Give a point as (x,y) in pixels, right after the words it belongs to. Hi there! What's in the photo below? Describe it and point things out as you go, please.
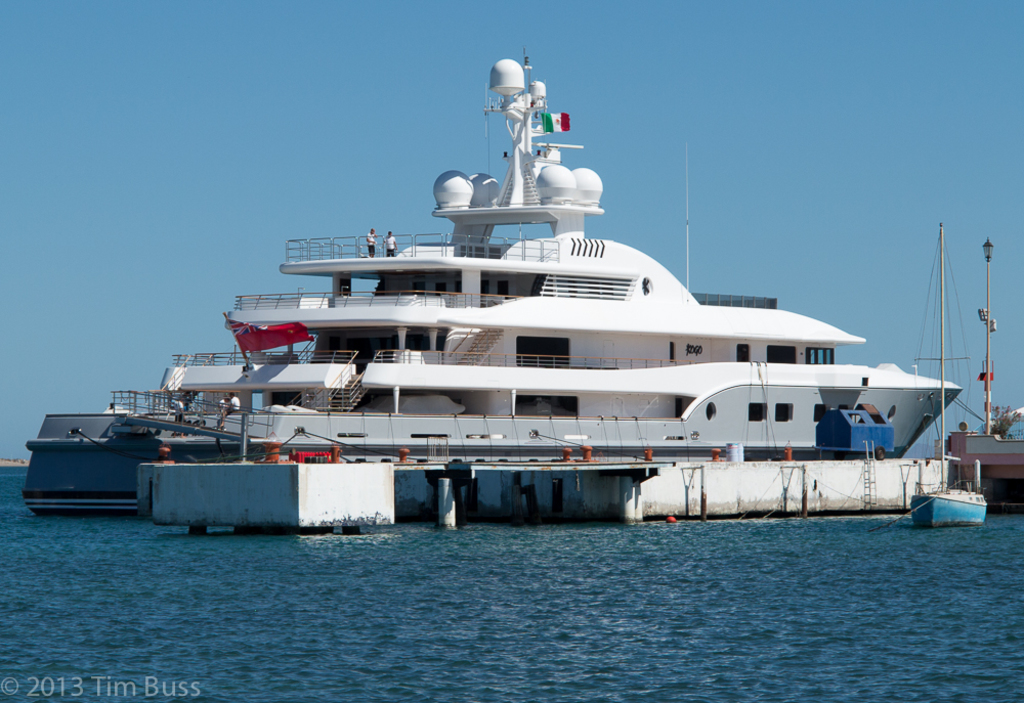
In this image we can see a cruise (478,375) on the water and person (234,399) standing on it. In the background (170,240) we can see sky (386,226).
